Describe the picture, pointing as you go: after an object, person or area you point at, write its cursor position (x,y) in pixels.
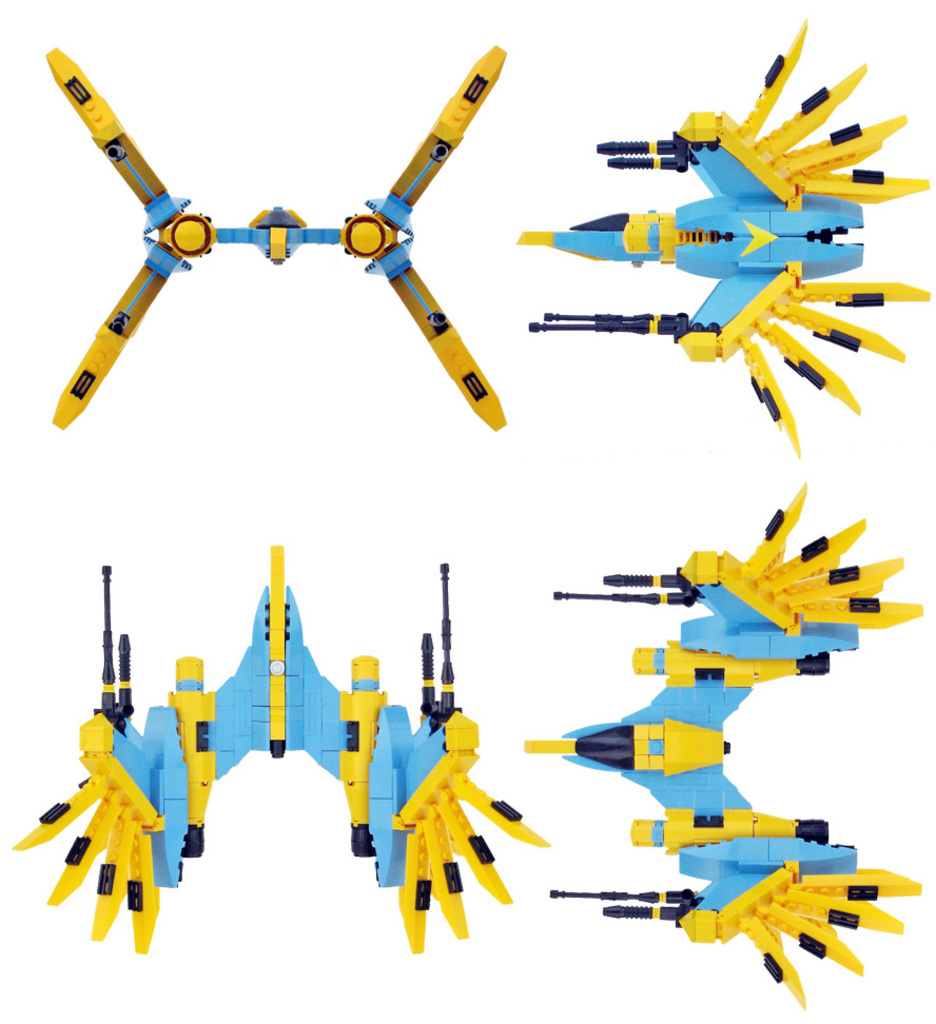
In this image we can see four views of a toy spaceship (683,657) in yellow and blue color.
